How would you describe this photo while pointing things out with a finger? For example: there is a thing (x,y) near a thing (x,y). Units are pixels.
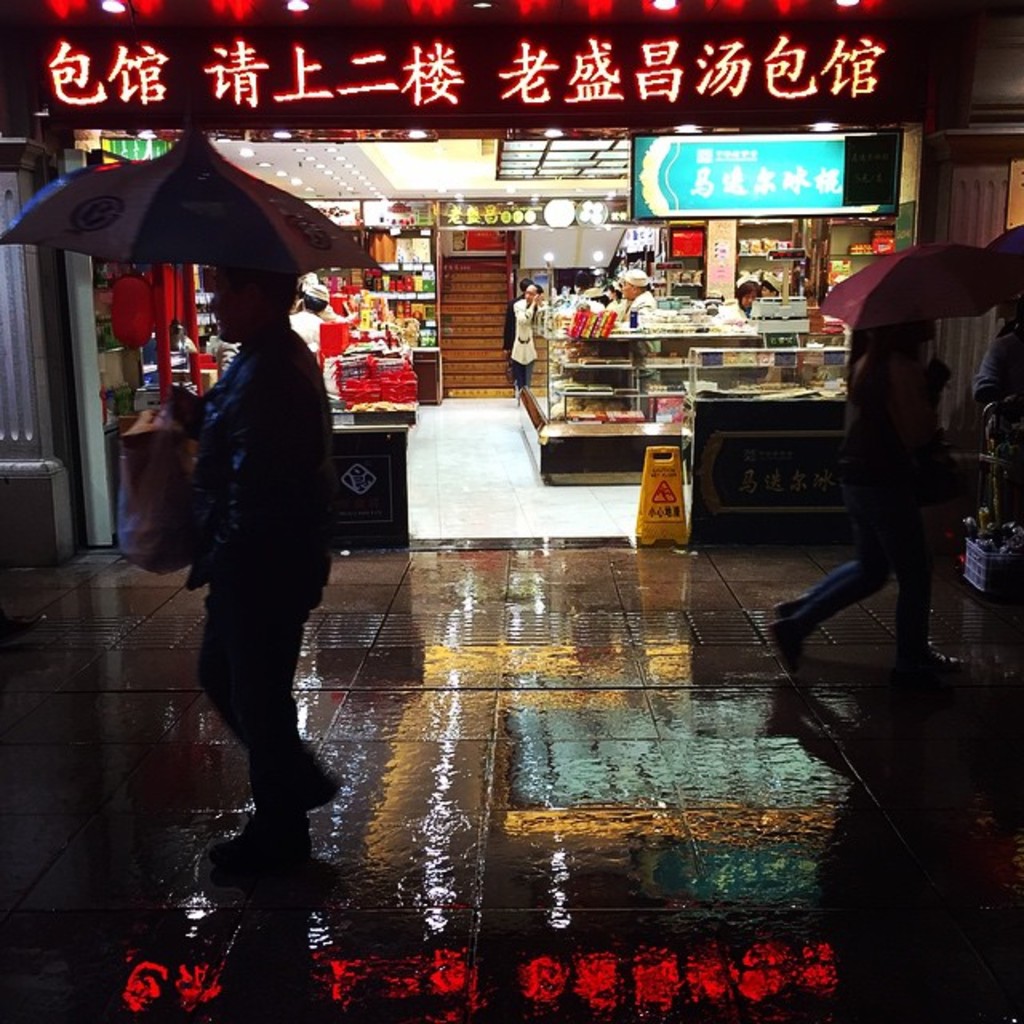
In this image, we can see few people (262,808) are walking on the floor (592,759). Background (995,579) we can see some stall (733,243), so many things (388,524) and objects (688,243) are there. Here we can see hoarding (497,81), lights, roof (509,178), wall (967,325), floor (475,475). Top of the image (140,204), we can see few umbrellas (240,190).
